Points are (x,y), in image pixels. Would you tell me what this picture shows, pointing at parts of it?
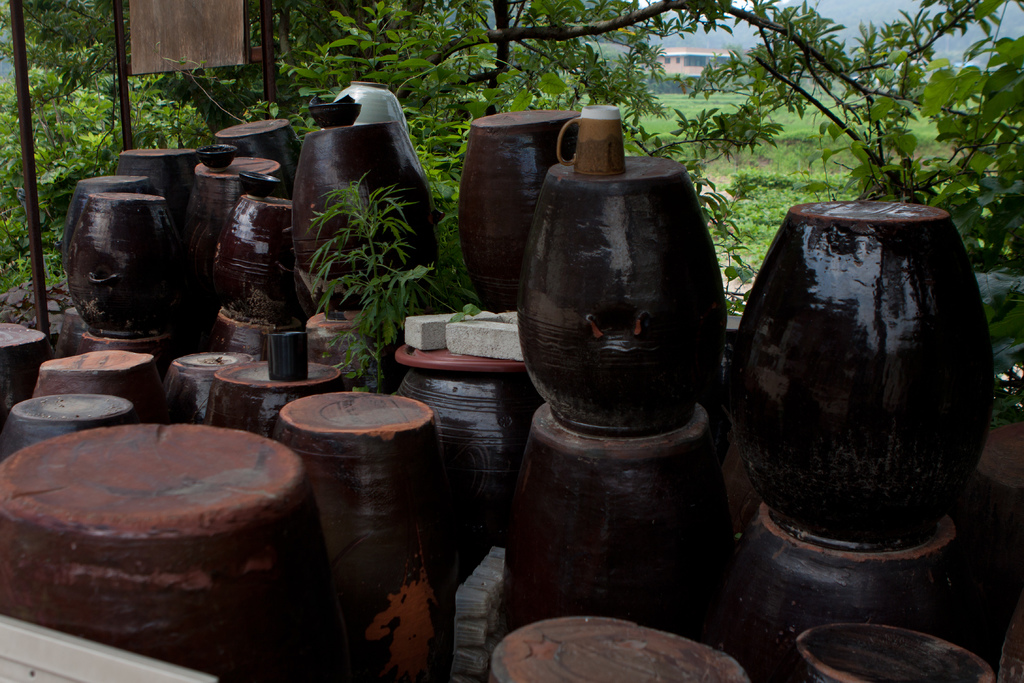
As we can see in the image there are pots (84,568), glass (590,160), plants (814,156), trees (761,118) and in the background (696,58) there is a building (702,70).
